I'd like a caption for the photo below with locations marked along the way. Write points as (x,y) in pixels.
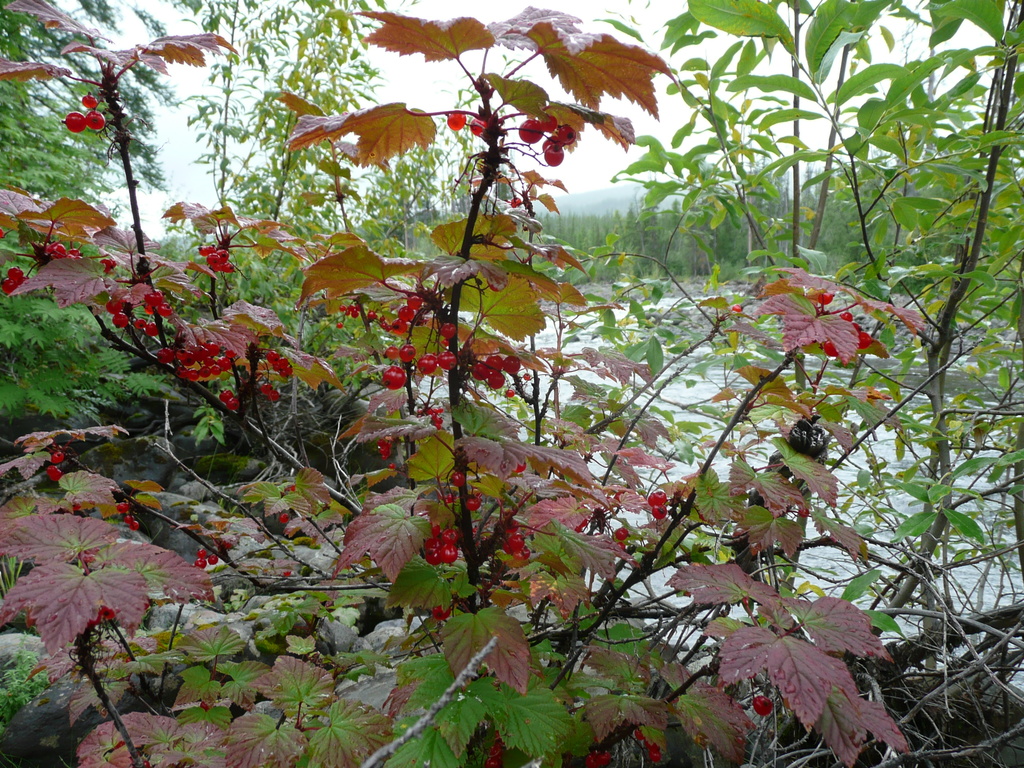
In this image, we can see plants (630,467) and red currant fruits (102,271). In the background (679,246), we can see the water (703,438), trees (605,225), hill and sky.
